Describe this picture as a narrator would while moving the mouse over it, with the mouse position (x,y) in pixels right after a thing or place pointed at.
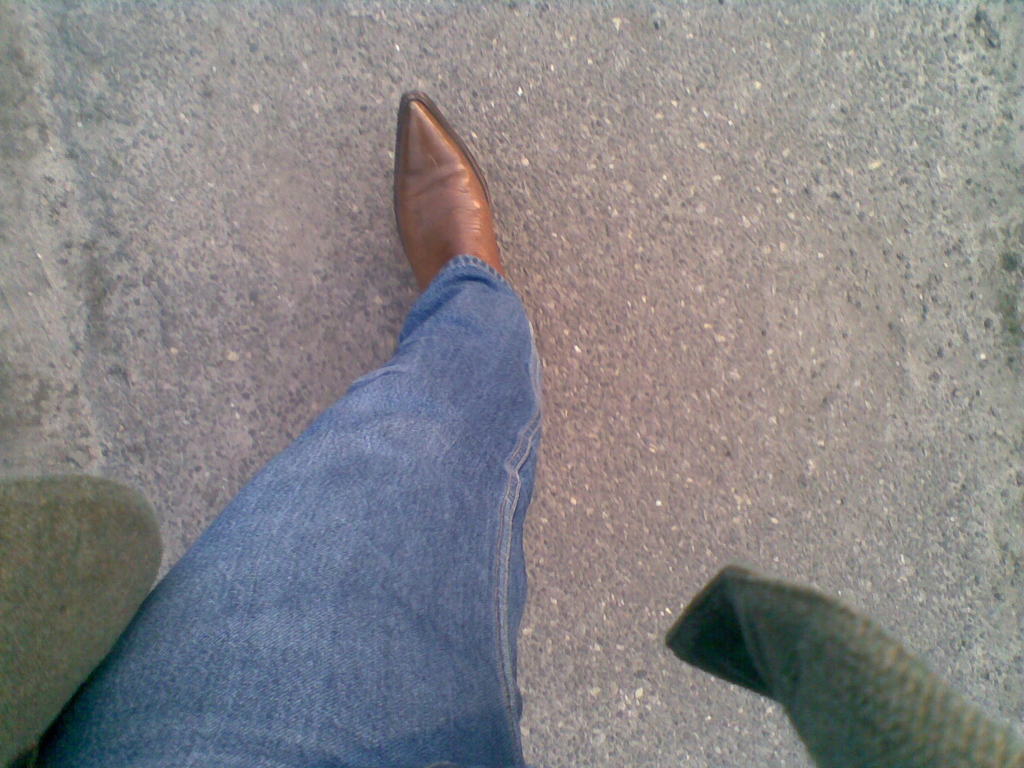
In the picture I can see a person (401,738) wearing green color jacket (889,747), jeans (360,519) and brown color shoe (432,225), is walking on the road (270,304).
